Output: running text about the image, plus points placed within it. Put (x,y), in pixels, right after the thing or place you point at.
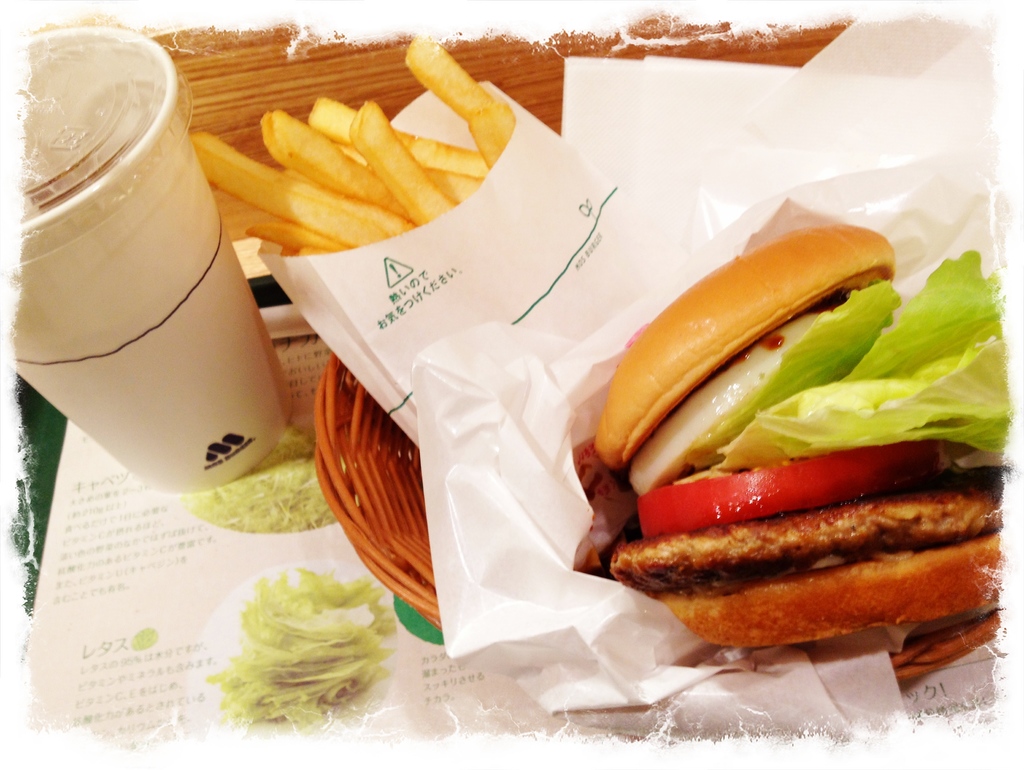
In this image we can see a burger (747,361), there are french fries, there is the glass (248,351) on the table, there is a food item (686,362) in the basket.
